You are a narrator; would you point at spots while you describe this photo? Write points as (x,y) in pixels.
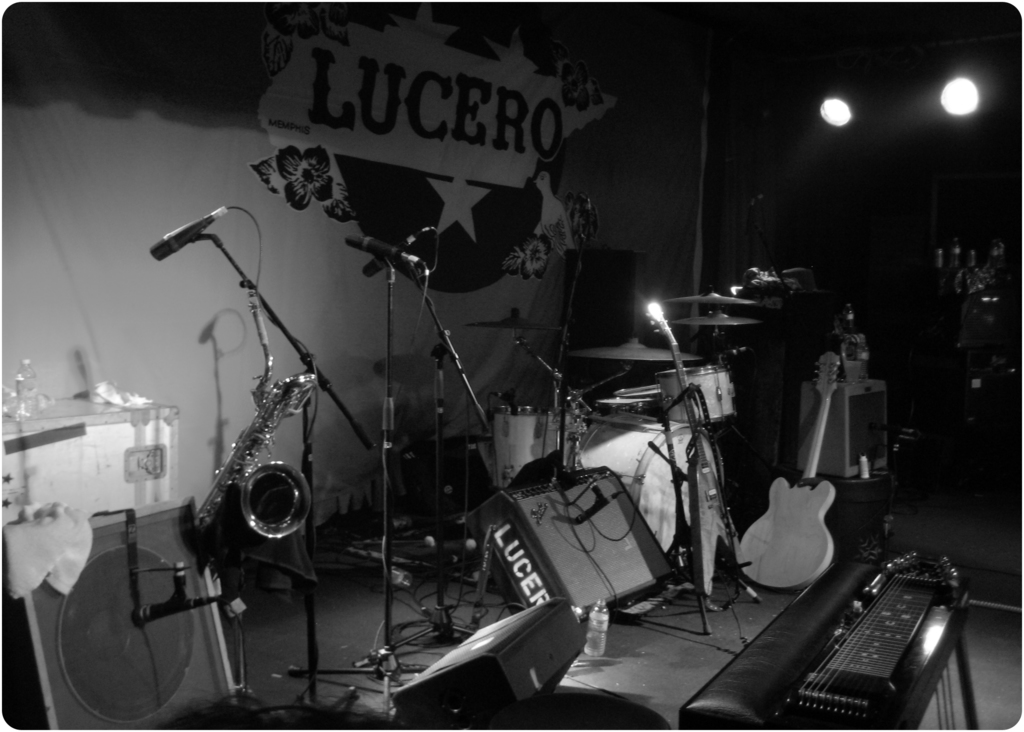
In this image I can see number of musical instruments (613,406) and mics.
